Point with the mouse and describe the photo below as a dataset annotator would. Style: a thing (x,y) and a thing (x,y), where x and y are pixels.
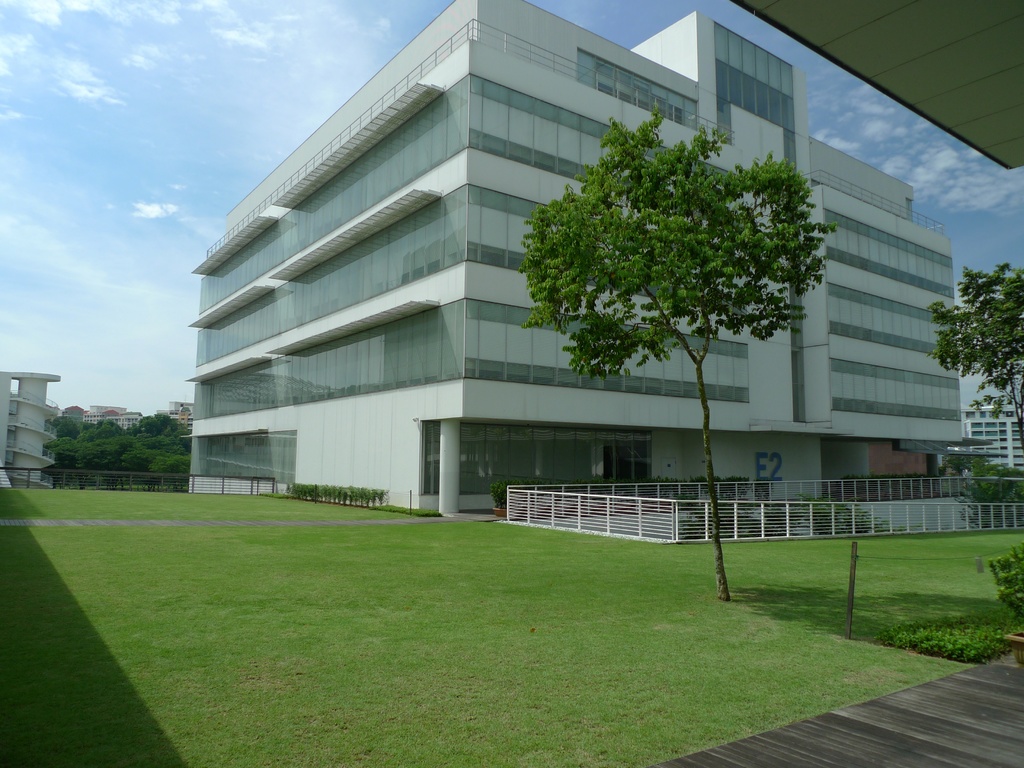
In the image we can see there are many buildings (910,428). This is a fence (563,512), grass (262,549), trees (1015,343), plant (1012,573), footpath (916,738), path (949,700) and a cloudy pale blue sky (9,139).
